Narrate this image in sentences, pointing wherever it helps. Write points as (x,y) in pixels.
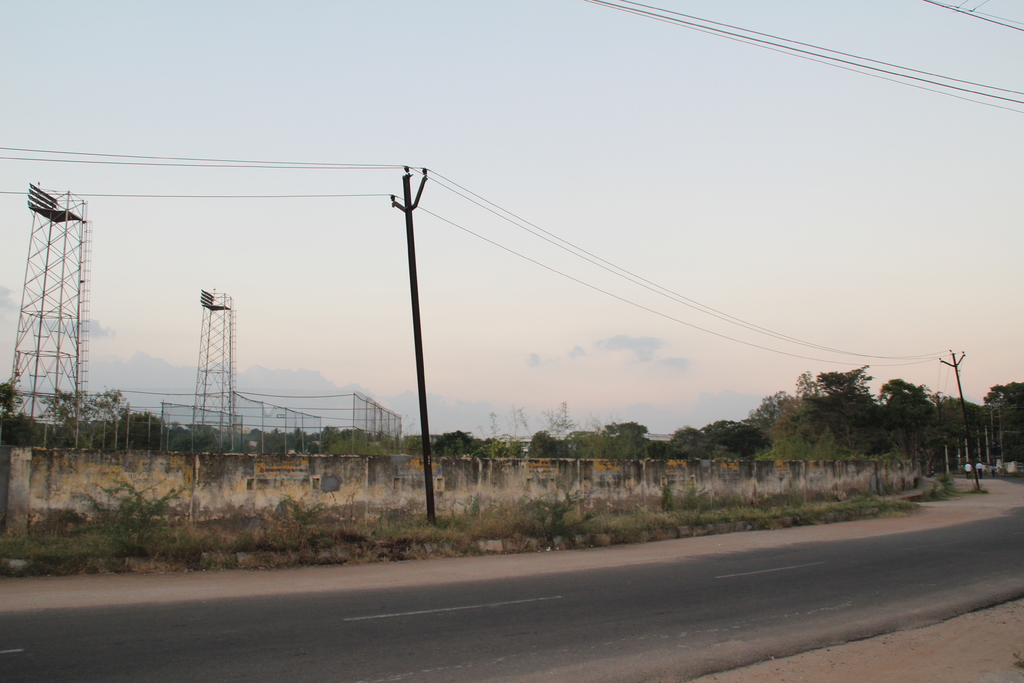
In this picture we can see a road (856,560), beside this road (971,527) we can see electric poles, grass (751,511), wall (765,468), trees (778,416) and some objects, on the right side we can see people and we can see sky (678,253) in the background (678,253).
